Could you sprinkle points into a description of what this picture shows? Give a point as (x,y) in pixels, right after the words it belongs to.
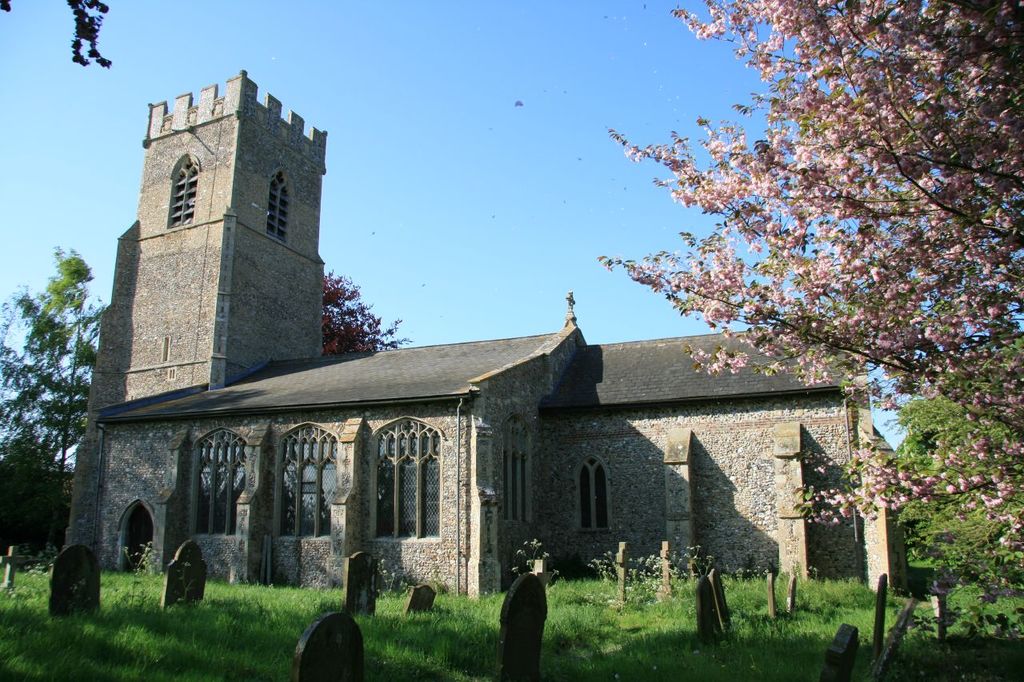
At the center of the image (454,371) there is a building (360,421), in front of the building (344,475) there is a graveyard (426,615). On the left (39,526) and right side of the image (877,380) there are trees (967,411) and flowers (1006,401). In the background (487,213) there is the sky (427,145).
